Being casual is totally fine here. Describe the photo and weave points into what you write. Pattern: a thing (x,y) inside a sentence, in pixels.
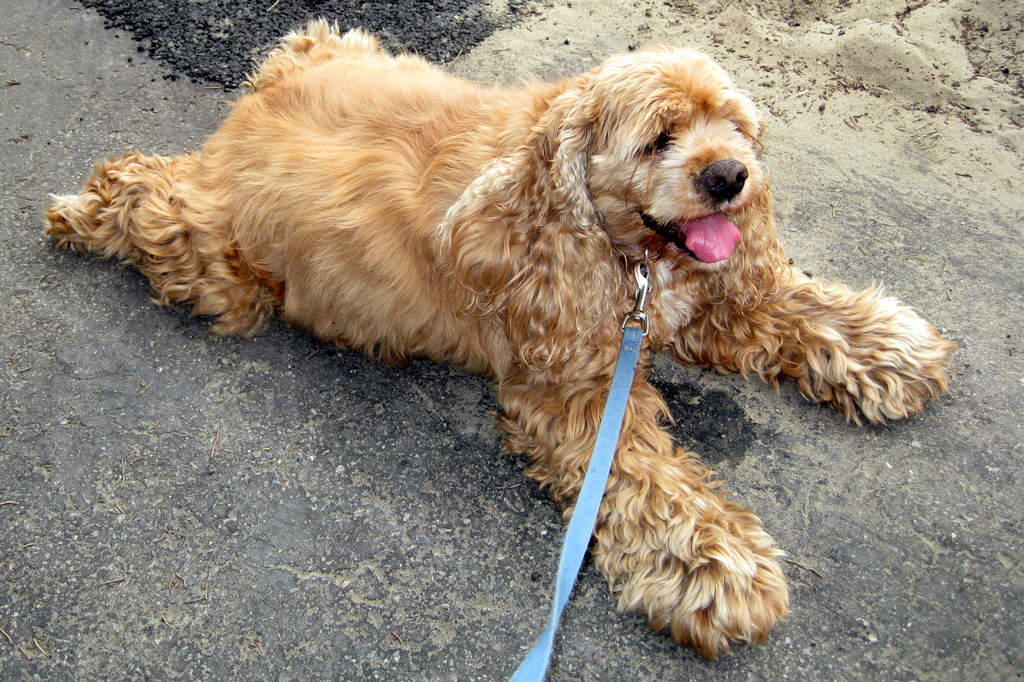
In this image I can see a dog (470,231) which is brown, cream and black in color is lying on the ground (279,455). I can see the blue colored belt (615,431).
